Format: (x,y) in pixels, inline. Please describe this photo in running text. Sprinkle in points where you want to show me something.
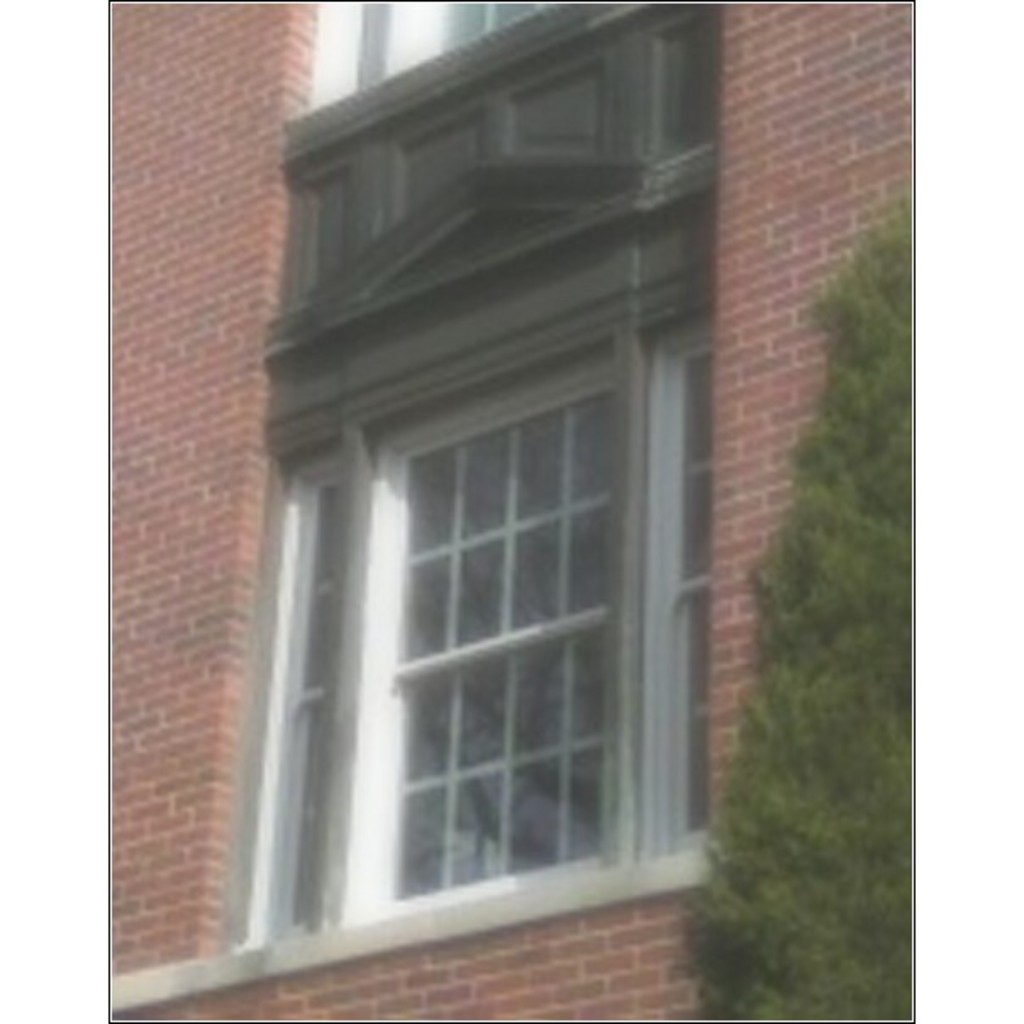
In this image we can see brick wall (222,82) and glass window (528,633). Right side of the image (816,712) tree (857,554) is there.
